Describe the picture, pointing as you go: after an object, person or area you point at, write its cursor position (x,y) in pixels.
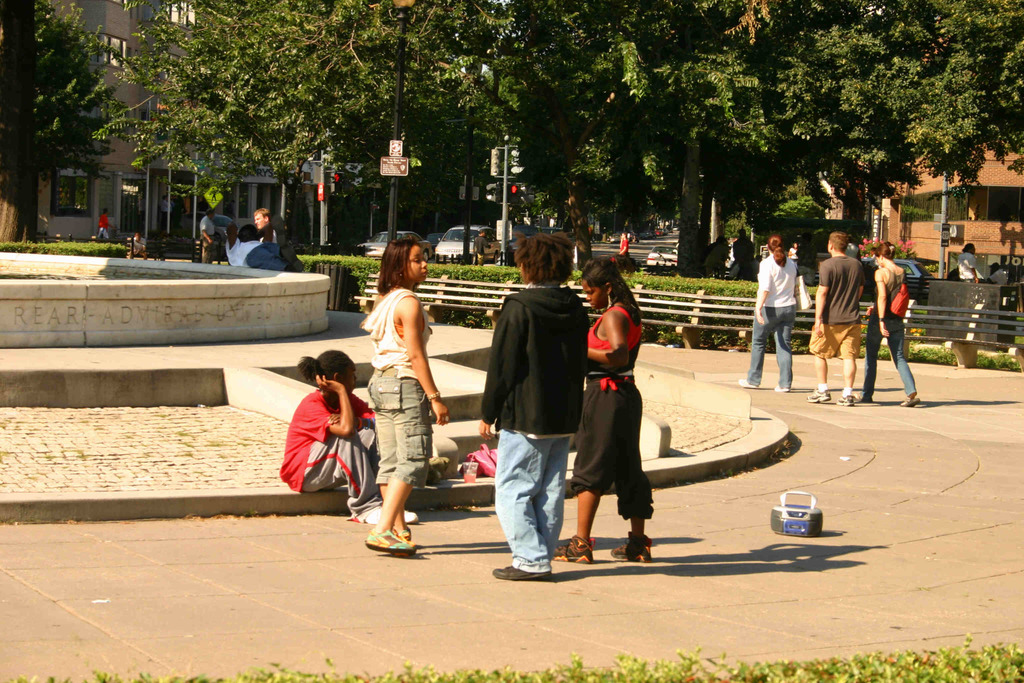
In this picture there are group of people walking and there are group of people (582,424) standing and there are group of people (318,476) sitting. At the back (120,209) there are buildings (901,229) and trees (711,181) and poles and there is a wooden railing (968,347) and there is an object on the pavement (800,571). On the left side of the image (241,276) it looks like fountain (223,338) There are vehicles (454,255) on the road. At the bottom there are plants (1000,659).
